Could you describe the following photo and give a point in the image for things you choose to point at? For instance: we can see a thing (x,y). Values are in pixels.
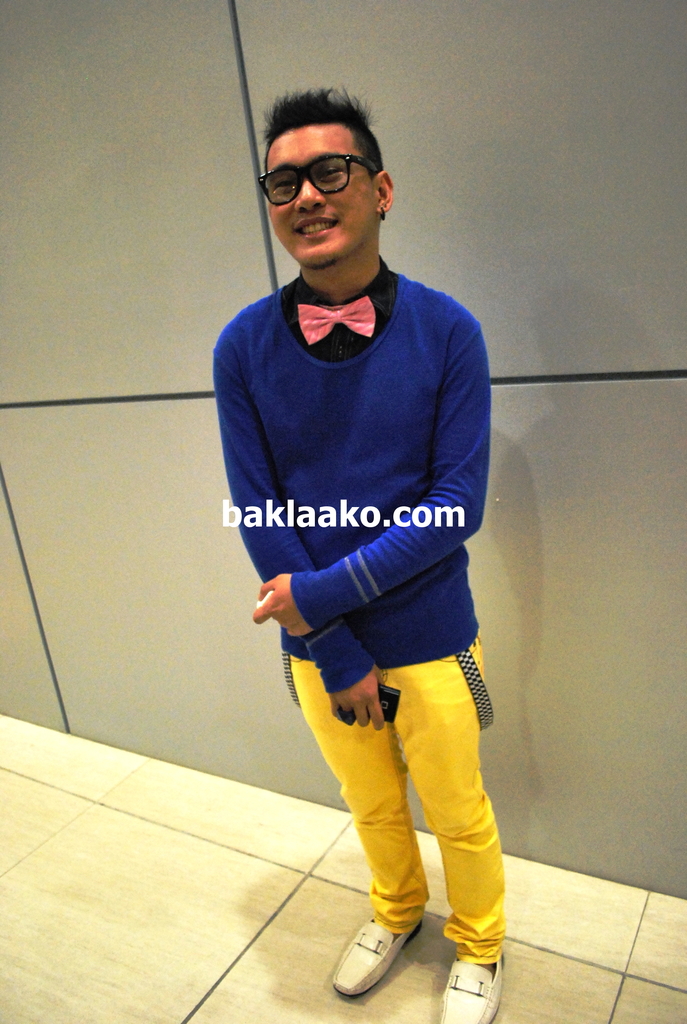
In this picture we can see a man (367,503) in the blue t shirt (372,458) is standing on the floor (339,1009) and behind the man (327,426) there is a wall (546,292) and on the image there is a watermark (290,518).
